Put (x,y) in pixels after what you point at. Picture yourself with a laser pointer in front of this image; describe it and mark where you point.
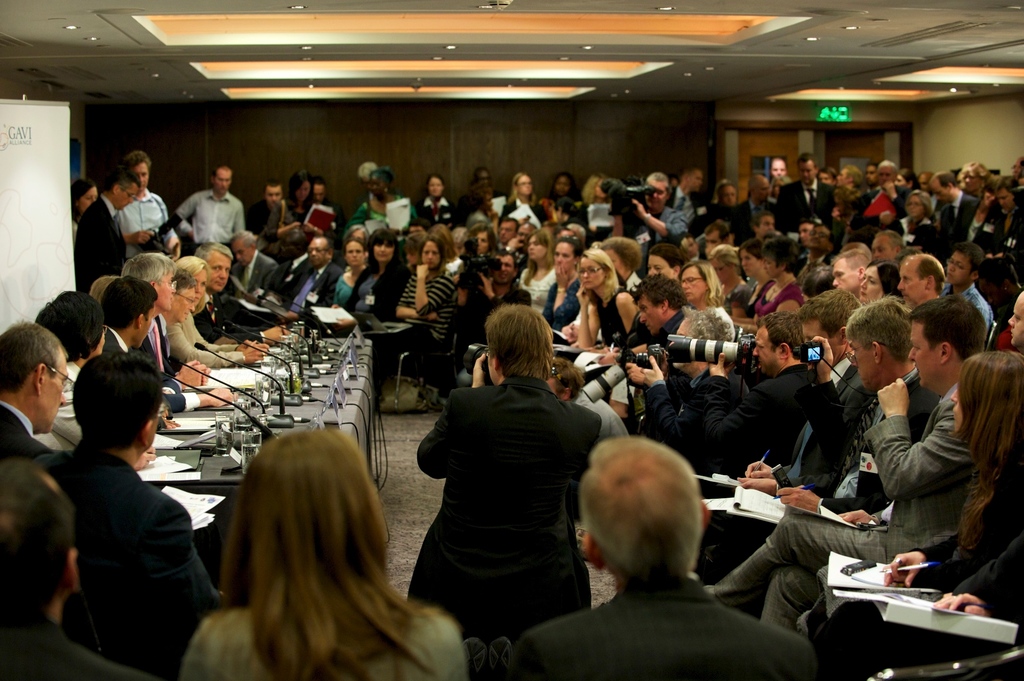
In this image in the middle (535,348) there is a man (505,426), he wears a suit (505,454), he is holding a camera (469,363). At the bottom (652,665) there is a man (642,604), he wears a suit (644,626) and there is a woman (325,597), she wears a dress (251,646). In the middle (633,263) there are many people (456,317). On the left (312,382) there is a table (368,385) on that there are mics (285,395), glasses (278,375), papers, cables (370,403) and cloth (365,398). In the middle (370,241) there are people (475,218), posters (42,209), lights (302,74), roof (374,91) and wall (331,158).
